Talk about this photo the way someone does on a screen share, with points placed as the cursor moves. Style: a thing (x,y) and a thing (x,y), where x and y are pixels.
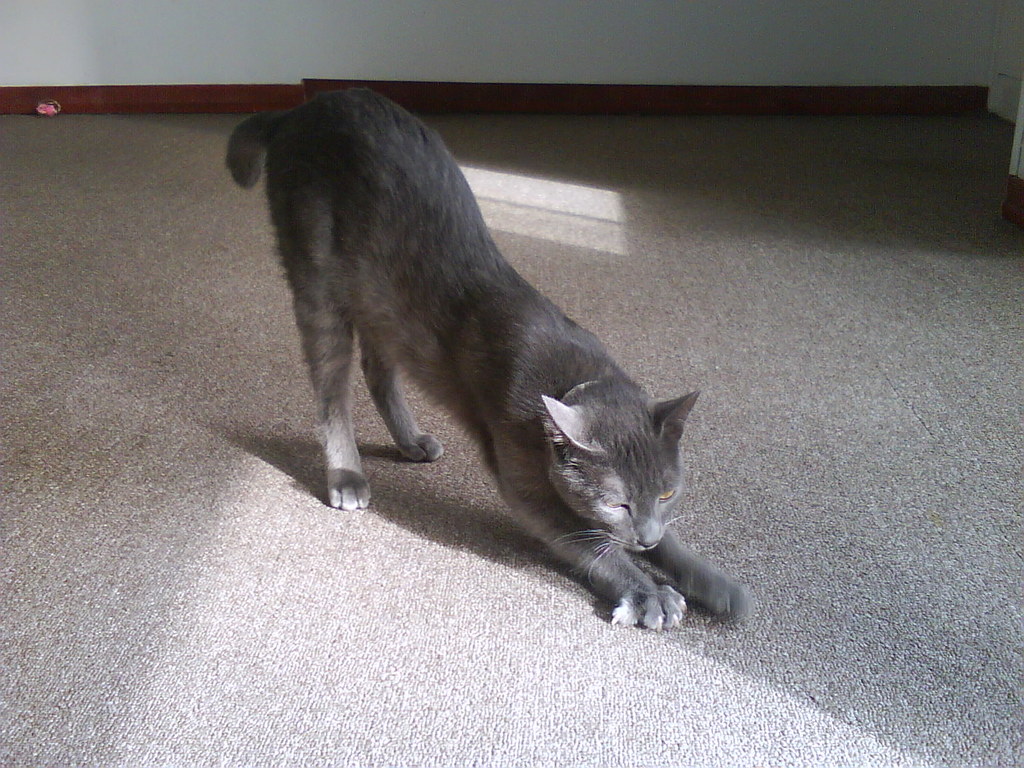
In this picture we can see a cat (675,444) on the ground (346,529) and in the background (948,105) we can see a wall (966,71) and some objects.
